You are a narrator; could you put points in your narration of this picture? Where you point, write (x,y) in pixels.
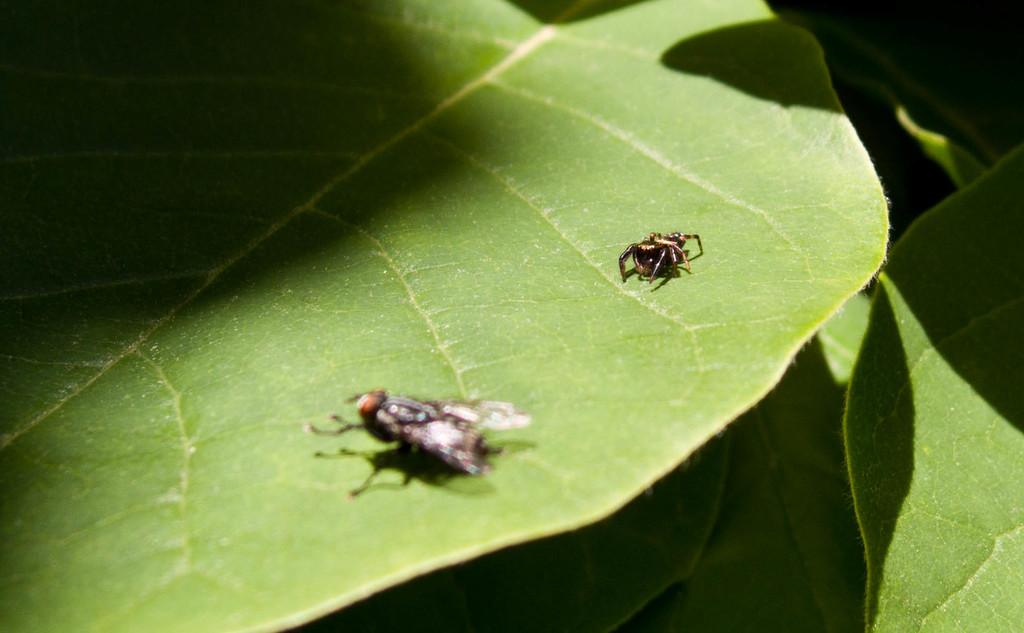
In this image we can see insects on the leaf (299,227). At the bottom of the image (728,576) there are leaves (885,461).
